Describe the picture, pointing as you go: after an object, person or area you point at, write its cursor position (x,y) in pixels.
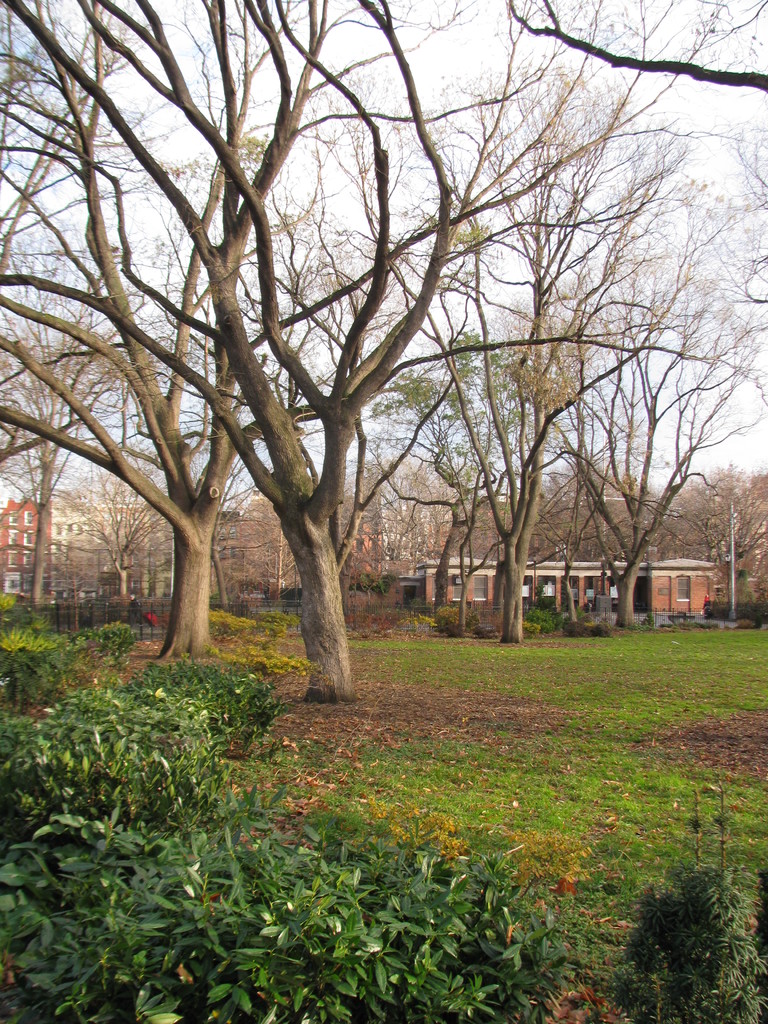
In this picture we can see grass (351,804) and plants (183,777) at the bottom (144,774), in the background (594,603) there are some buildings (540,577) and trees (284,507), on the right side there is a pole (733,594), we can see the sky (406,131) at the top of the picture (404,111).
